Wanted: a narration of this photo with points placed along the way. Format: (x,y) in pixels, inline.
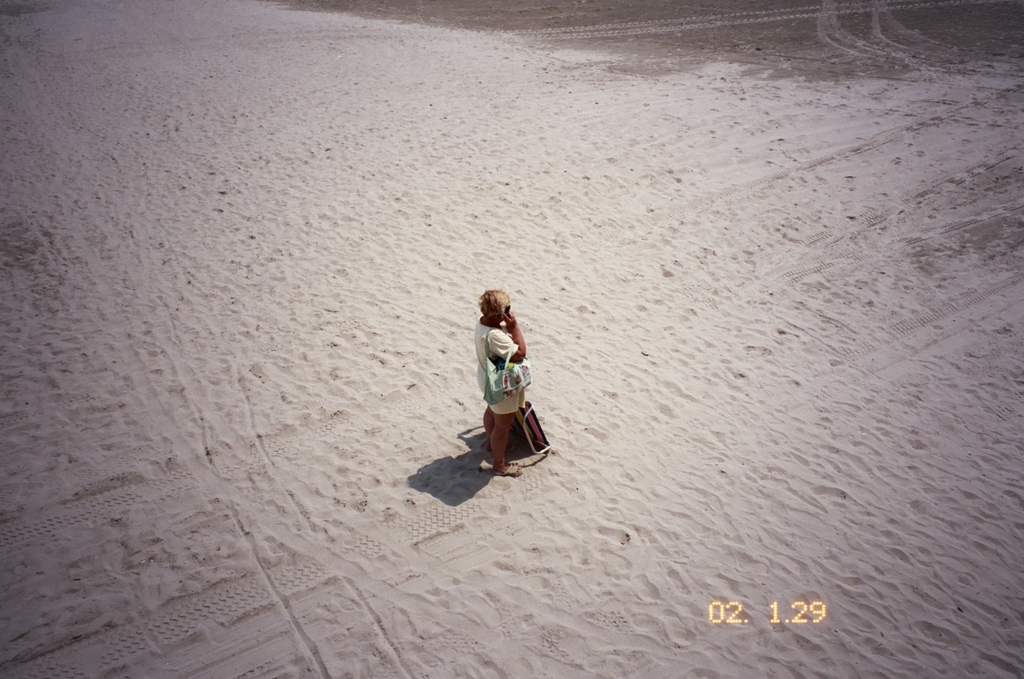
In the center of the image (514,348), we can see a person (519,353) wearing a bag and holding an object (505,312) and we can see an object (538,422) on the sand (649,499) and there is some text (801,621).
